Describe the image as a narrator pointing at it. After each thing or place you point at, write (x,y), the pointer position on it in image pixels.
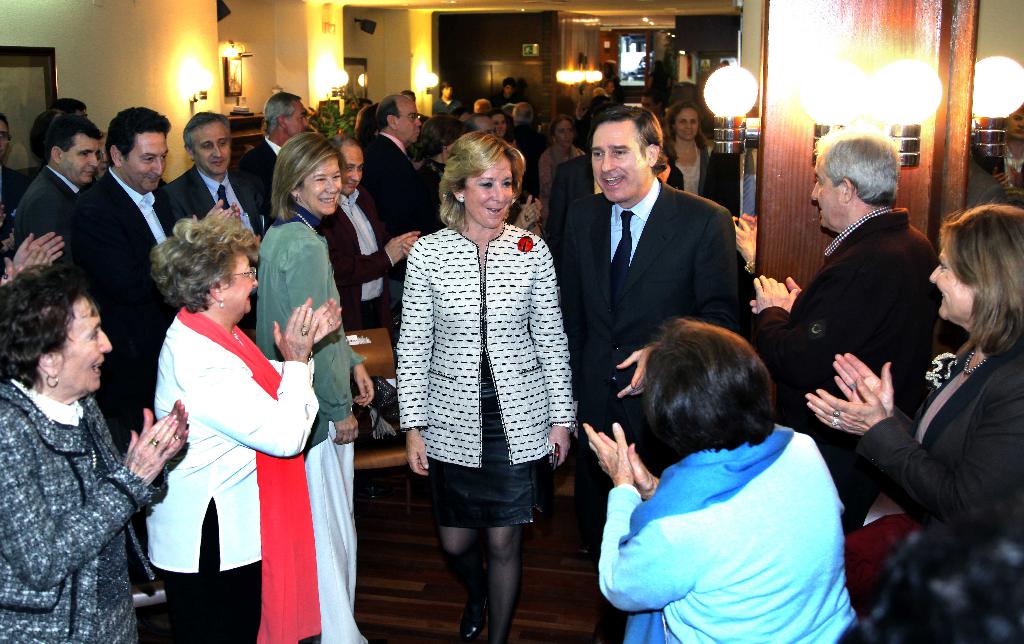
In this image there is a woman (414,270) in the middle (414,270). Beside her there is a man (629,250). There are few people (191,308) who are standing around the women (478,363) are clapping. There are lights (752,92) which are attached to the wall (176,71). On the left side (129,51) there is a wall (59,44) on which there is a photo frame (22,87).
